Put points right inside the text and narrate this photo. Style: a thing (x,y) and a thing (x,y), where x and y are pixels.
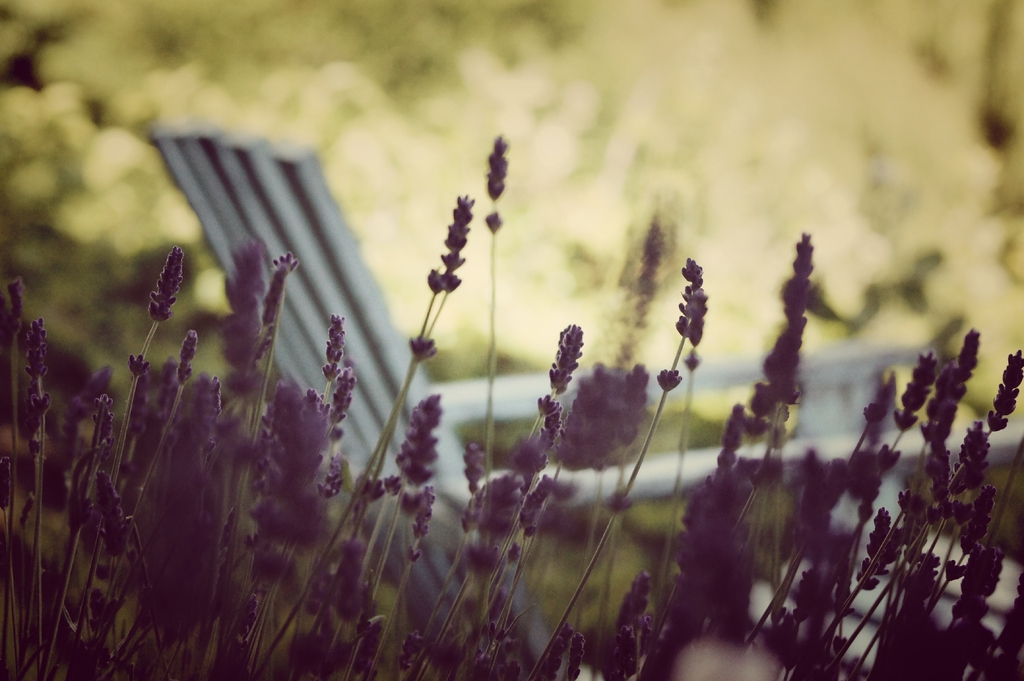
In this image I can see the purple color flowers (582,425) to the plants (480,561). To the side I think there is a white color bench (659,469). And there is a blurred background (402,224).
